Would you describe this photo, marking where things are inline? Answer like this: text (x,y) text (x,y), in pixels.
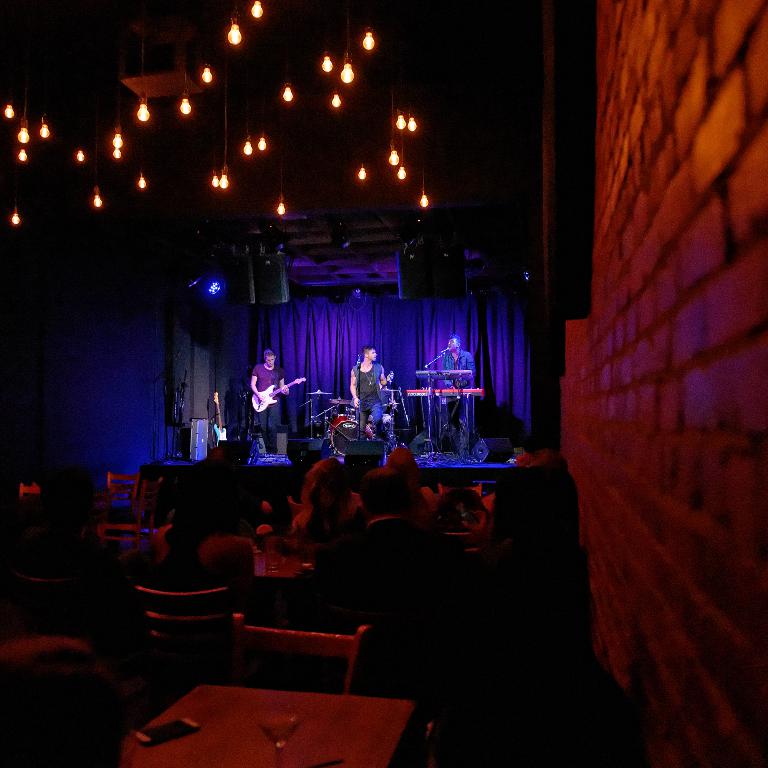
In this image we can see many people (183,531) sitting on chairs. There are tables (291,576). On the tables (265,558) there are glasses (273,723) and mobile (190,726). In the back (306,436) there is a stage (292,437). On the stage (296,439) there are speakers (234,445) and few people (269,378) are playing musical instruments (421,373). There are mic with mic stands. On the ceiling (279,189) there are lights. Also there are speakers (265,280). On the right side (623,356) there is a wall (631,307).
